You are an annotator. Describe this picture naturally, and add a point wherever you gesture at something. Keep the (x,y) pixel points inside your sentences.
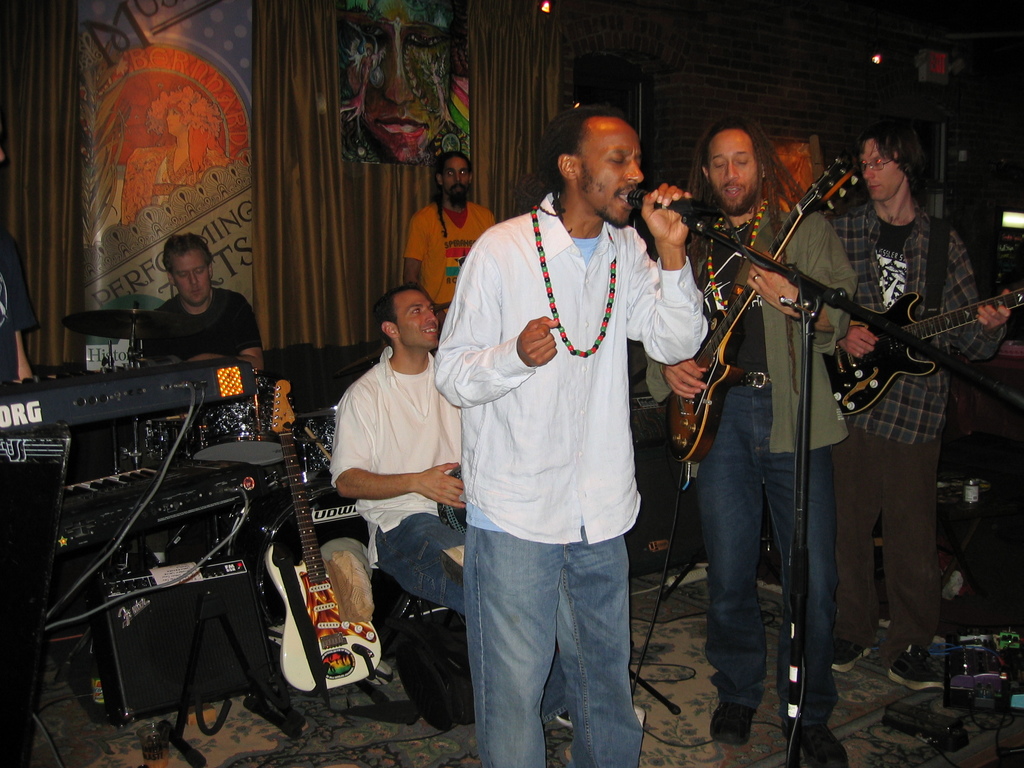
I can see in this image a group of people (529,378) among them, few people (421,552) are playing musical instruments (318,416) and some are singing song in front of a microphone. On the left side (220,341) a person (196,342) are sitting and playing musical instruments (129,394).
